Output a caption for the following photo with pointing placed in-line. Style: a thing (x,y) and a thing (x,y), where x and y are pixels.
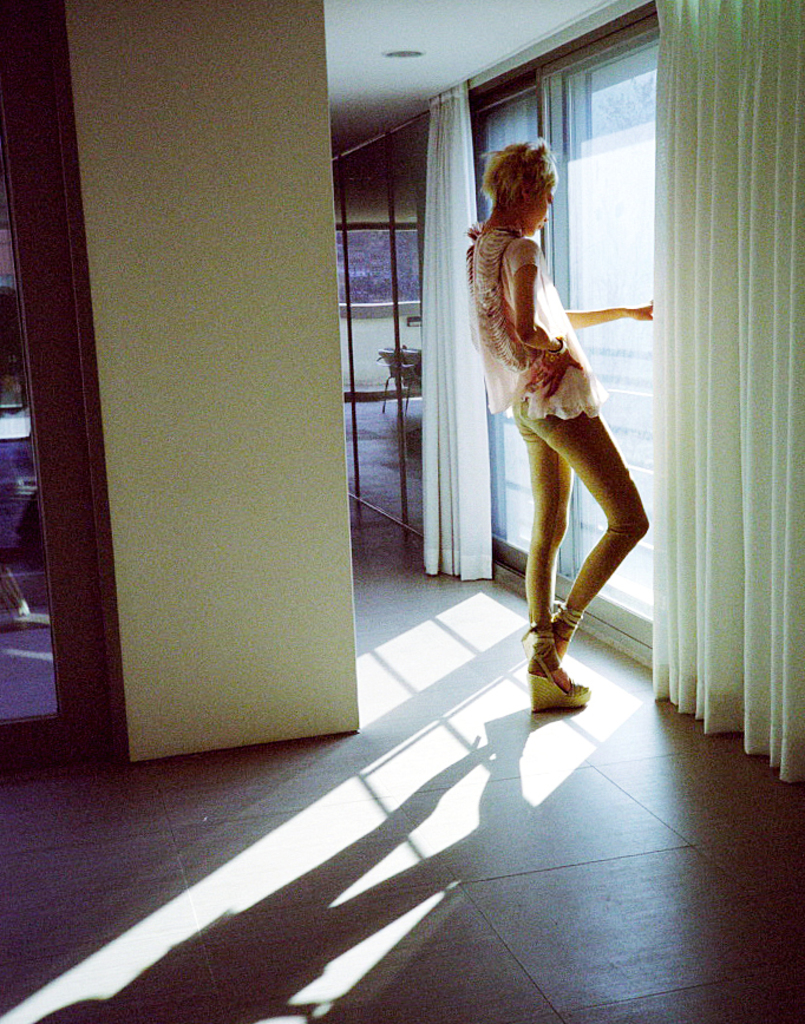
In this image we can see a lady (549,671) standing. On the left (221,617) there is a wall (208,452). On the right (598,339) we can see windows (613,340) and curtains (776,385).
